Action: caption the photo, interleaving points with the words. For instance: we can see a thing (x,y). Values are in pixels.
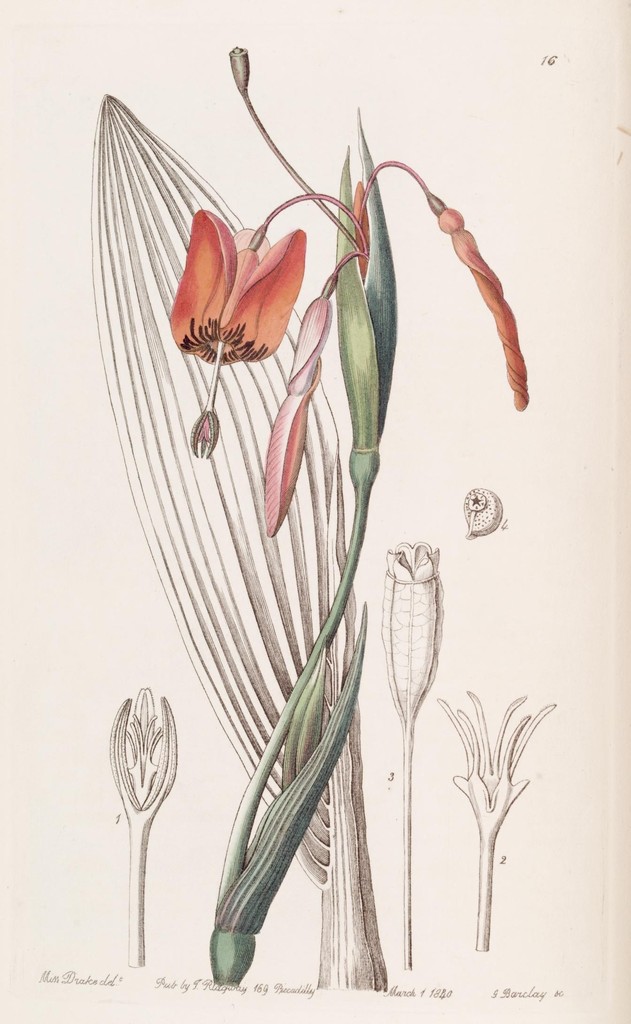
In this image it looks like a paper (193,874) with flowering plant painting (167,728) and text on it.
